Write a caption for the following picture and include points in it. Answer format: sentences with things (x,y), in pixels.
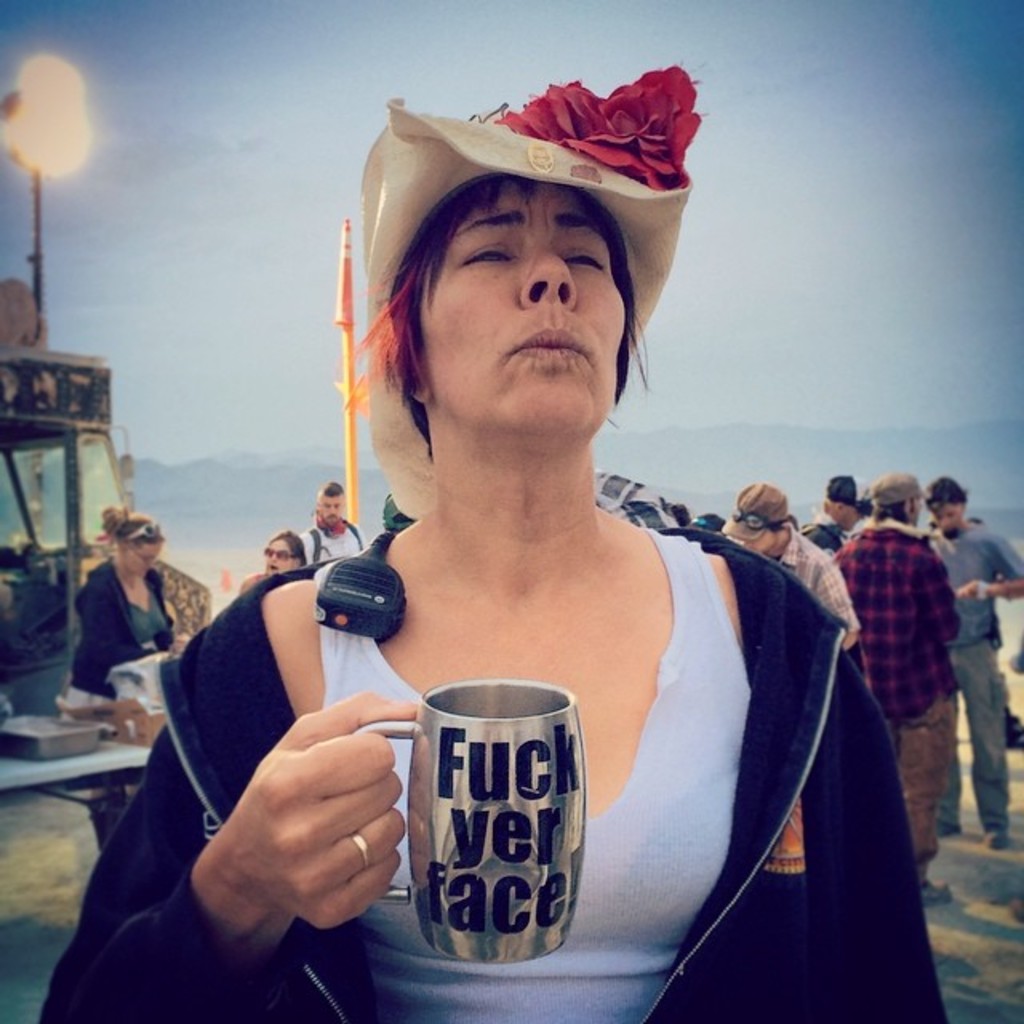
In this image we can see a woman (848,964) standing in the center (487,593) and she is holding a cup (359,726) in her hand (359,726). In the background (924,775) we can see a few people (858,576) standing on the left side (98,663) and right side (950,497) as well.
